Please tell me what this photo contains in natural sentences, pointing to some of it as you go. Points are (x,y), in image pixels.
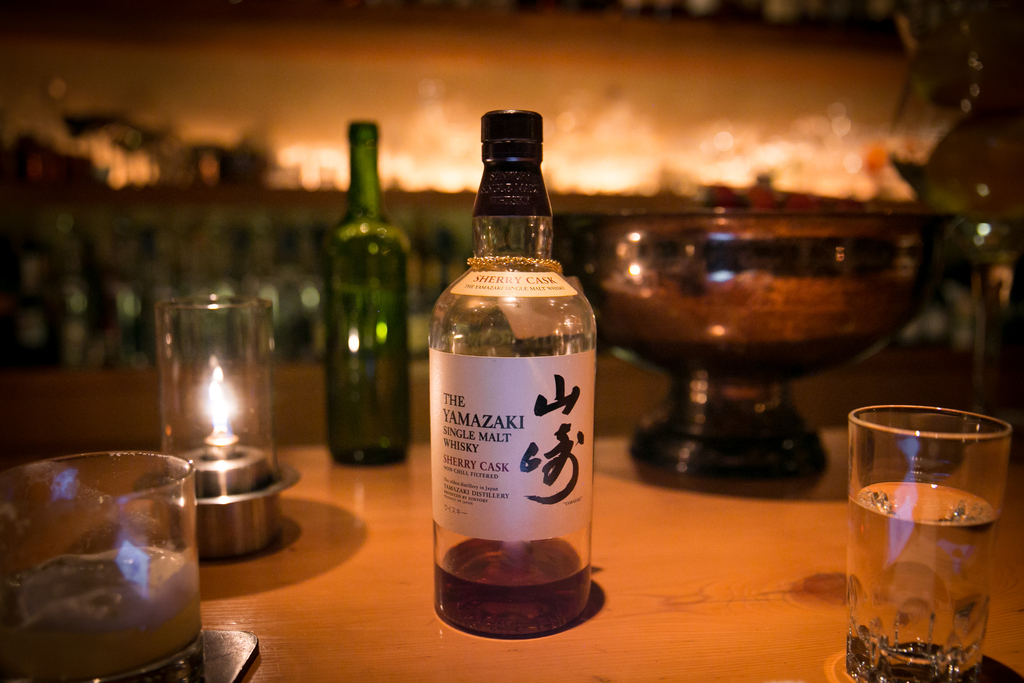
in the picture there is table (371,472) on the table (664,536) there are many bottles (482,355) and glass items (41,625).
